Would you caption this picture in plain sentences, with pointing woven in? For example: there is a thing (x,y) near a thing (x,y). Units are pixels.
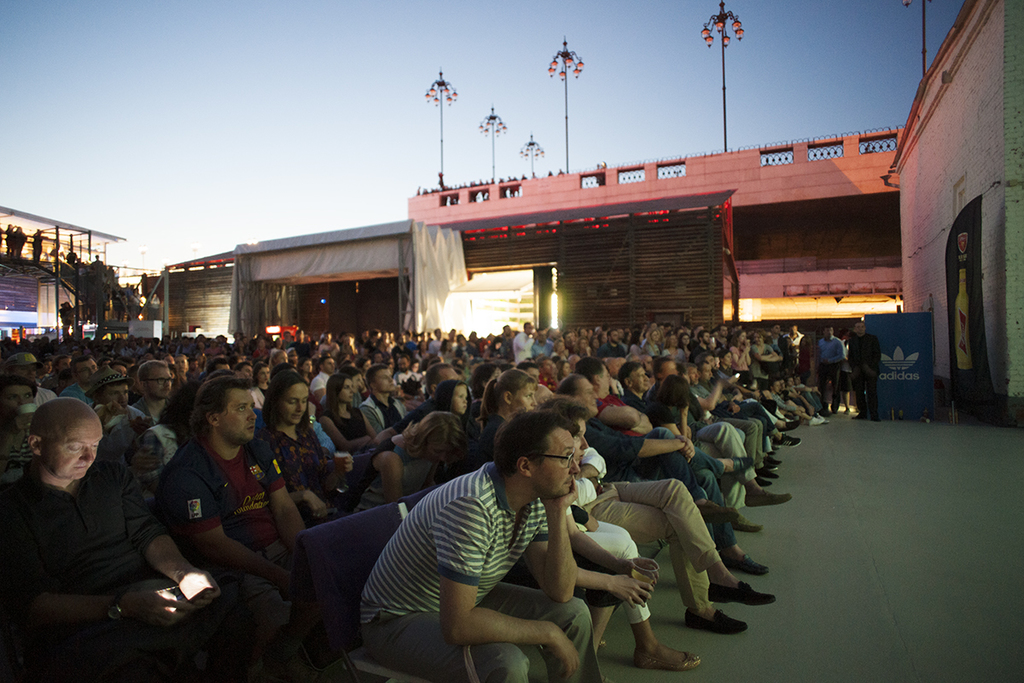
In this image there is the sky (374,68) towards the top of the image (579,58), there is a building (450,216), there are poles (564,80), there are lights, there are group of persons (238,552) sitting on the chair (341,567), there are persons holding an object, there are boards (902,336), there is text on the board (918,343), there is roof (31,219) towards the left of the image (65,232).
